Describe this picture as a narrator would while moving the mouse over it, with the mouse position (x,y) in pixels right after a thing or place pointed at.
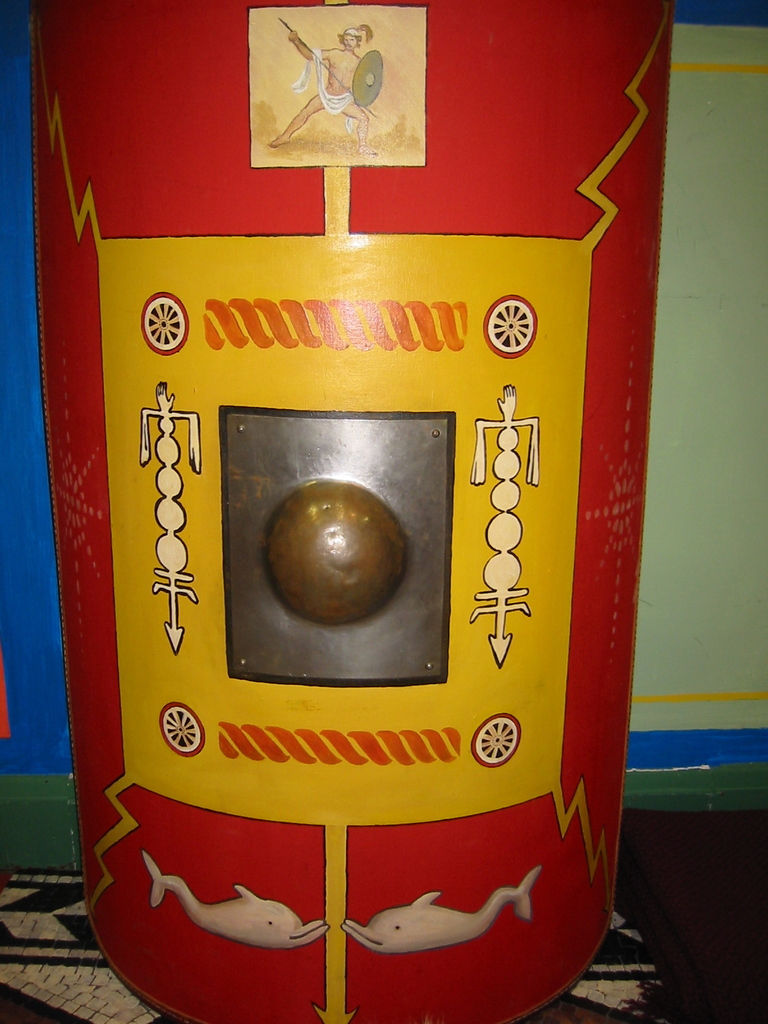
There is an object (399,566) in the image on which painted with various colors.
